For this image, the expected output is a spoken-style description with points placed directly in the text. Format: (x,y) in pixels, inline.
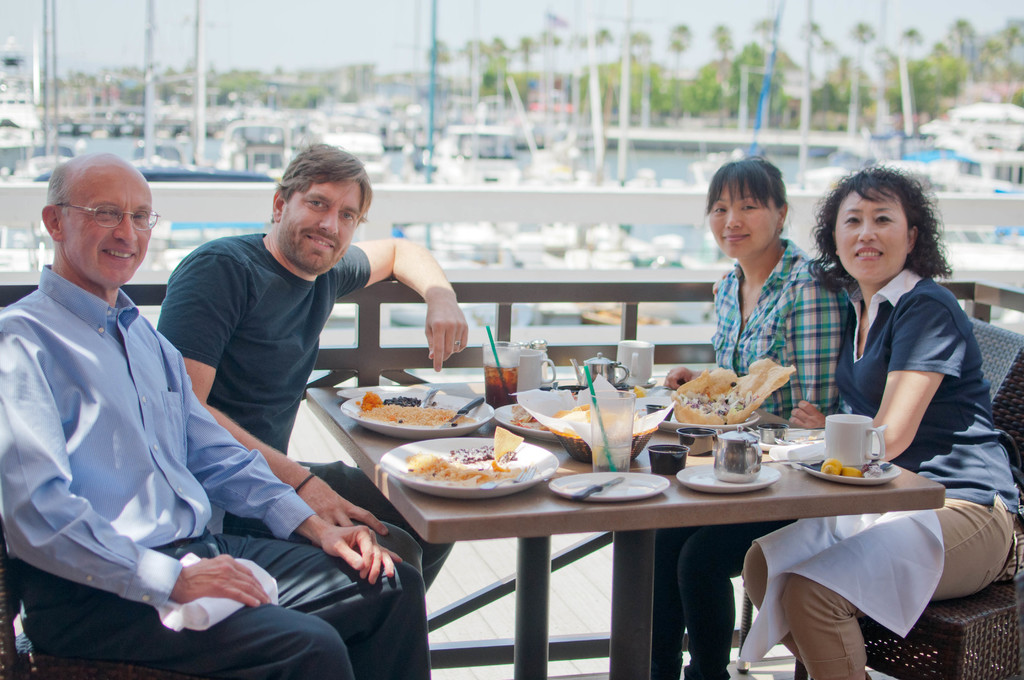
There are four people (222,375) sitting on chairs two male (271,295) and two female (827,360), there is table (632,513) in front of them, there are plates (456,488), there is food (732,412) probably they are here to have their meal (446,476) behind them there are trees (827,84) boats (507,172) sky (288,60) is clear.
